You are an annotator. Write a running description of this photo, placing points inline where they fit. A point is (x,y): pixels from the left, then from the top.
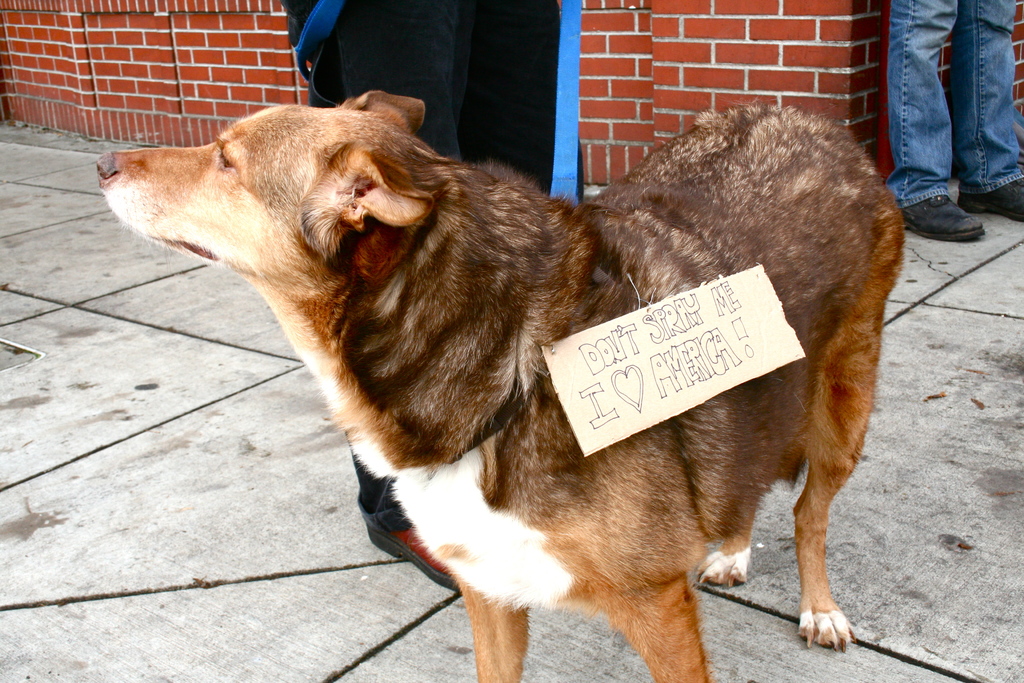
Here in this picture we can see a dog (481,299) present on the ground (453,646) over there and on its back (555,333) we can see a paper (658,393) stuck with something written on it over there and behind it we can see couple of people (484,40) standing over there.
